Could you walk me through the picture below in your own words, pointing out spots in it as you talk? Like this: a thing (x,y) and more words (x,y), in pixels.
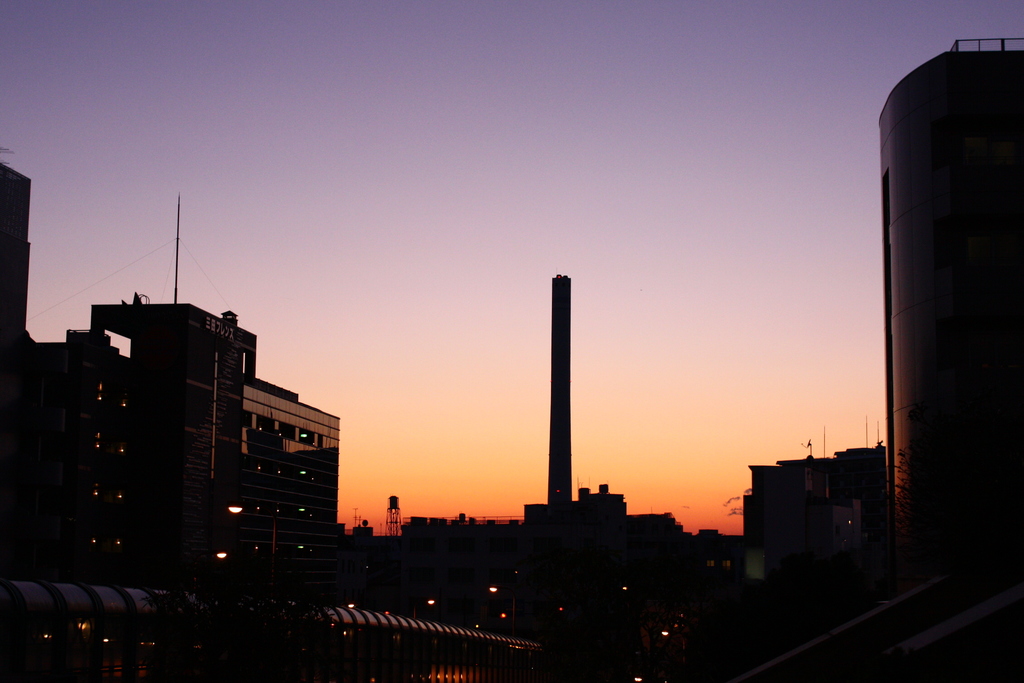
In this image, we can see some buildings (798,551). There is a sky (652,291) at the top of the image (425,39). There is a tower (555,499) in the middle of the image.
